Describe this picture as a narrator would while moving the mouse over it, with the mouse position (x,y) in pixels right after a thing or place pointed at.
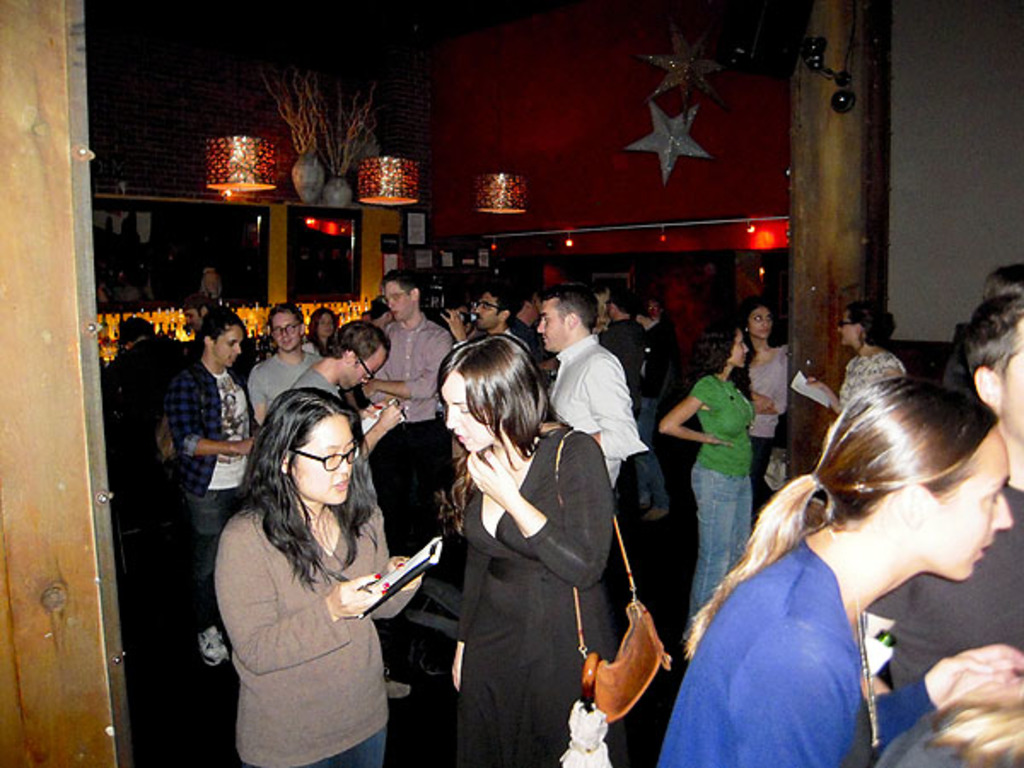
In this image I can see number of people (585,415) are standing and in the front (500,548) I can see one woman (585,434) is carrying a brown colour bag (631,618). I can also see few people (413,415) are holding different types of things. In the background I can see number of lights (393,182), few plants (331,139) and few decorations (666,55). I can also see few people (401,431) are wearing specs (389,298).
